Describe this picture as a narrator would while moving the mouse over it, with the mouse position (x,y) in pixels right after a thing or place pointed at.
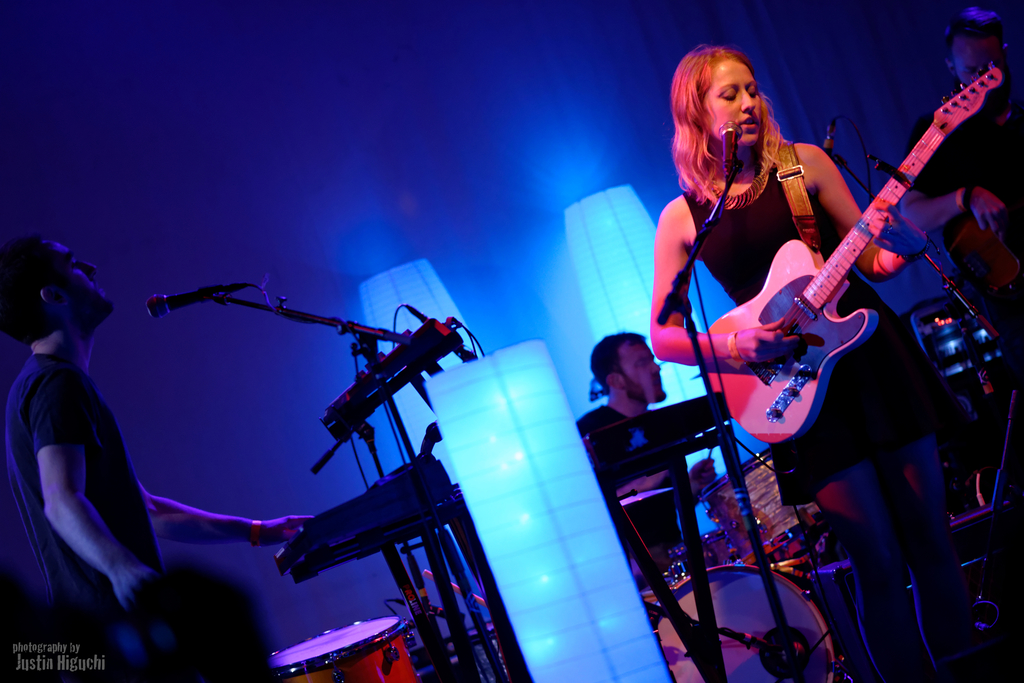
In this image, we can see few people (69,472) are playing musical instruments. Here we can see some light objects (382,302). Background (314,228) we can see blue color. Left side (39,652) bottom corner, we can see a watermark (47,662) in the image.
